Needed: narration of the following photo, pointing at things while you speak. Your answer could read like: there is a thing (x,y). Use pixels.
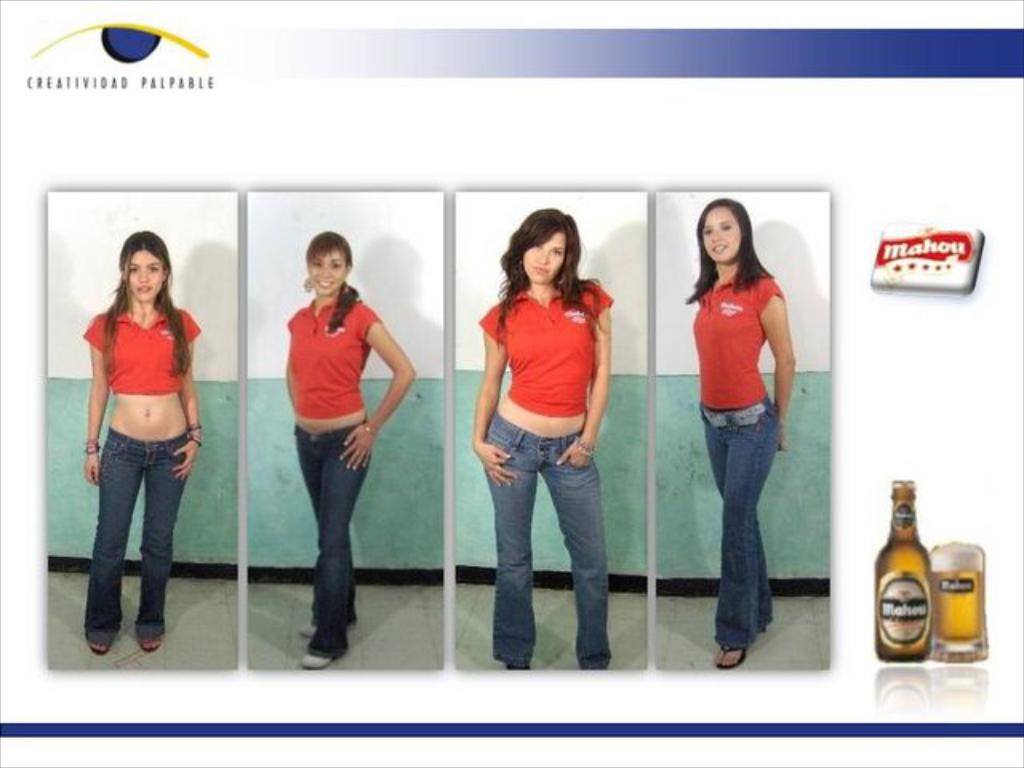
This is an edited image. In this image we can see some woman (352,575) standing on the floor (364,592). We can also see the picture of a bottle (927,568) and a glass (941,616) with beer (965,629), a logo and some text (115,90).
